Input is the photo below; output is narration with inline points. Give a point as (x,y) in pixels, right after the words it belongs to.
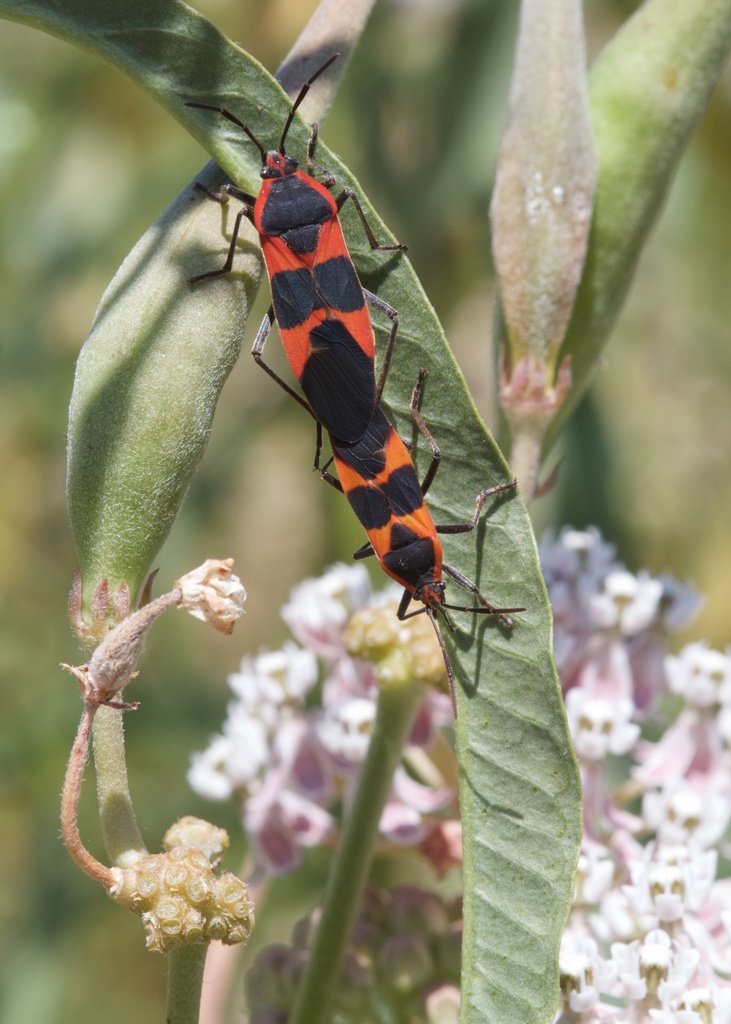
In this picture there are insects (449,529) on the leaf (503,671) and there are flowers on the plant (611,141). At the back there are white color flowers (288,667) on the plant (690,923) and the image is blurry.
